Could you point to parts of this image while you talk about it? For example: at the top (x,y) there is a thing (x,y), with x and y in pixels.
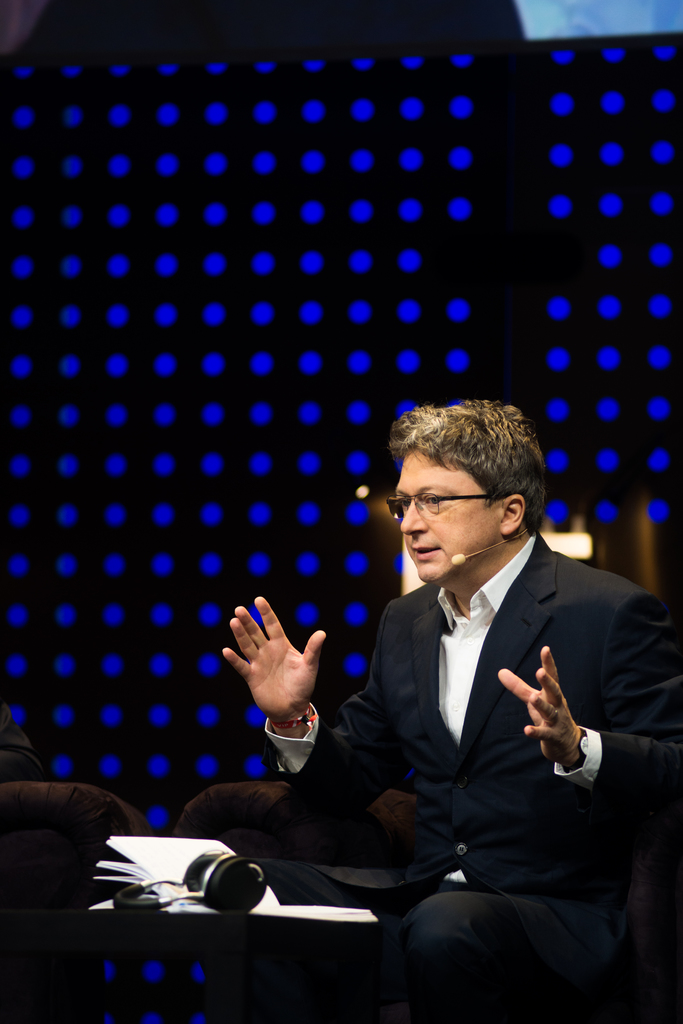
In this image I can see a person (544,746) is sitting on the chair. He is wearing black and white dress (476,672). In front (152,845) I can see papers (148,861) and headset (217,885). Background (224,429) is in black and blue color.
